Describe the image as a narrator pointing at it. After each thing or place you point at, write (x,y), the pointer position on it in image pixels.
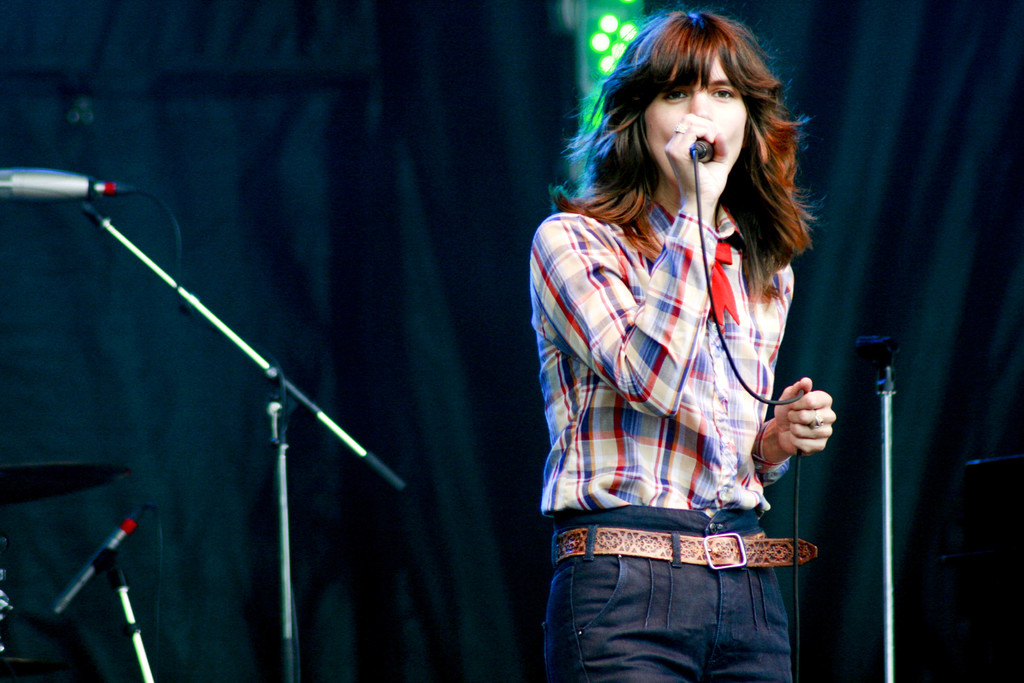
There is a woman (740,494) holding a microphone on stage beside her so many other microphones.
